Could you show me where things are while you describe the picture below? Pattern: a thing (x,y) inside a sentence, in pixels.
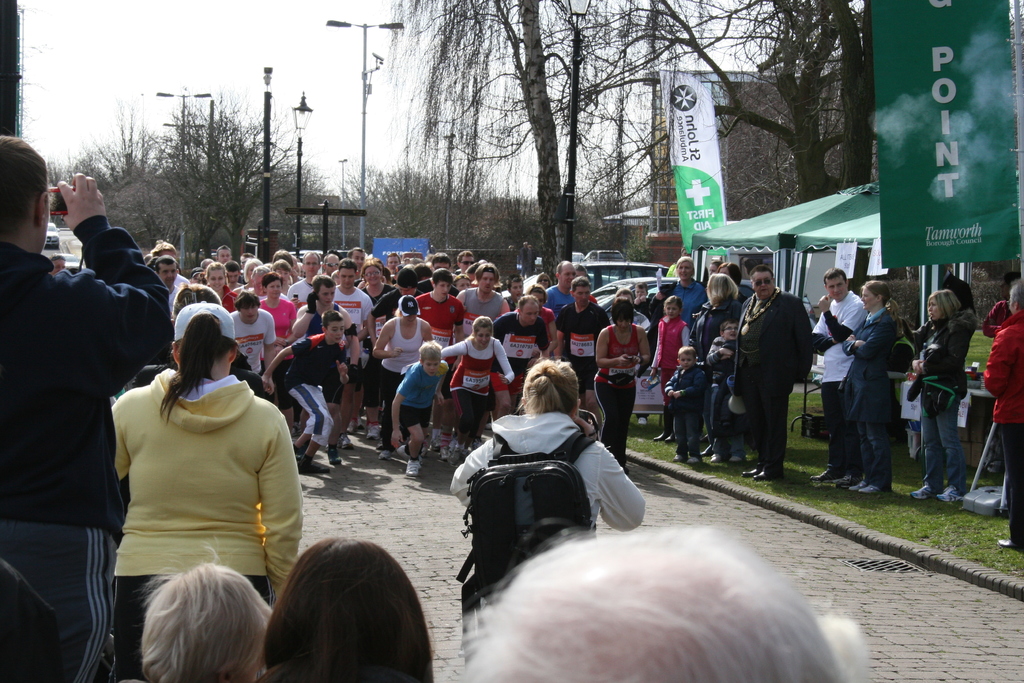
In this picture we can see a group of people (868,338) where some are running on the road (888,618) and some are standing on grass (943,511), banners (1008,236), tents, trees (389,236), poles (264,180), vehicles (612,283) and in the background (493,185) we can see the sky (251,62).
